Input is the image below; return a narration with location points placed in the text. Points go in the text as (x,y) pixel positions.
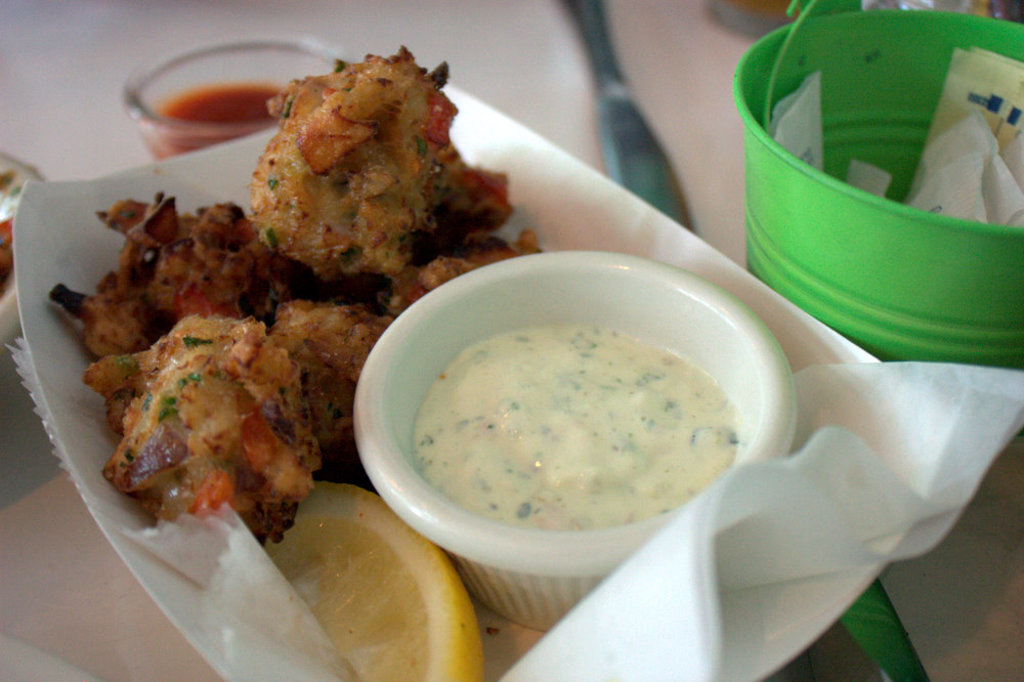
In this image I can see a white colored surface (478,41) and on it I can see few glass bowls (12,193) and a white colored bowl (28,195) and in the white colored bowl (60,189) I can see few snacks (176,347) which are brown in color, a lemon piece (387,525) and a small white colored cup (401,450) with sauce (554,441) in it. I can see a green colored container (864,262) with few objects (975,122) in it.
